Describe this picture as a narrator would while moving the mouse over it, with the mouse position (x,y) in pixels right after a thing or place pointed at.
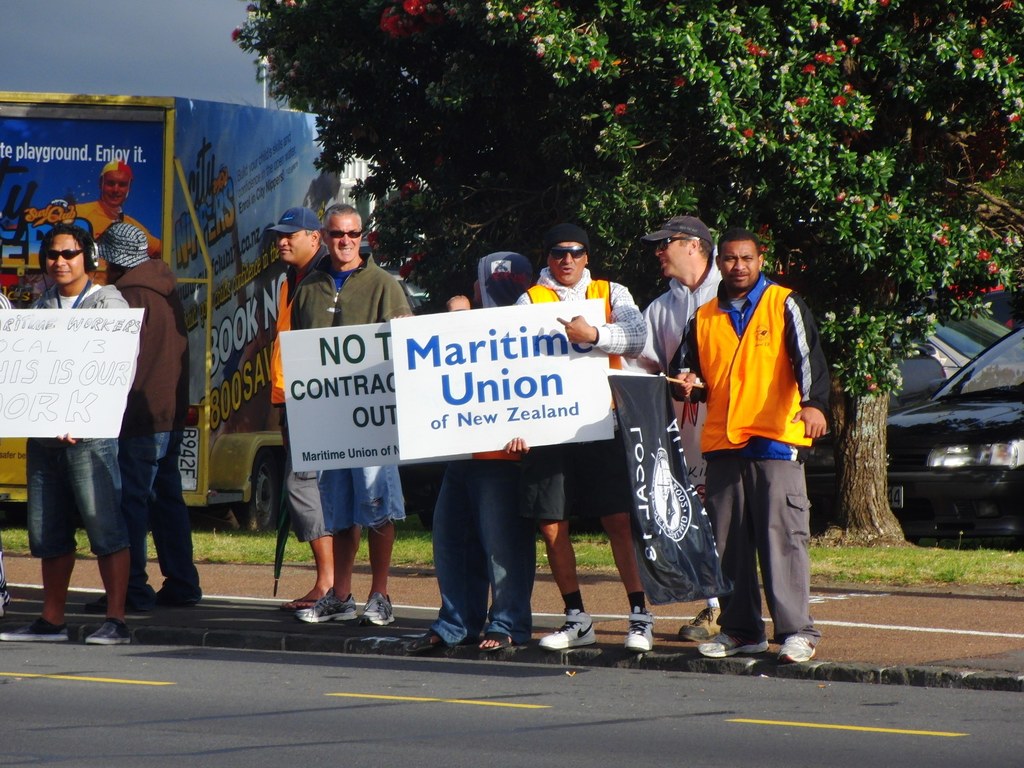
In this image I can see the road (409,703). To the side of the road (307,695) there are group of people (385,508) with different color dresses (323,272). I can see few people (338,272) are wearing the goggles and caps (665,231). And few people (346,240) are holding the boards (346,359) and something is written on it. In the background (400,231) I can see few vehicles (947,398) and tree (618,84). There are the red color flowers (590,63) to the tree (609,64). I can also see the sky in the back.
